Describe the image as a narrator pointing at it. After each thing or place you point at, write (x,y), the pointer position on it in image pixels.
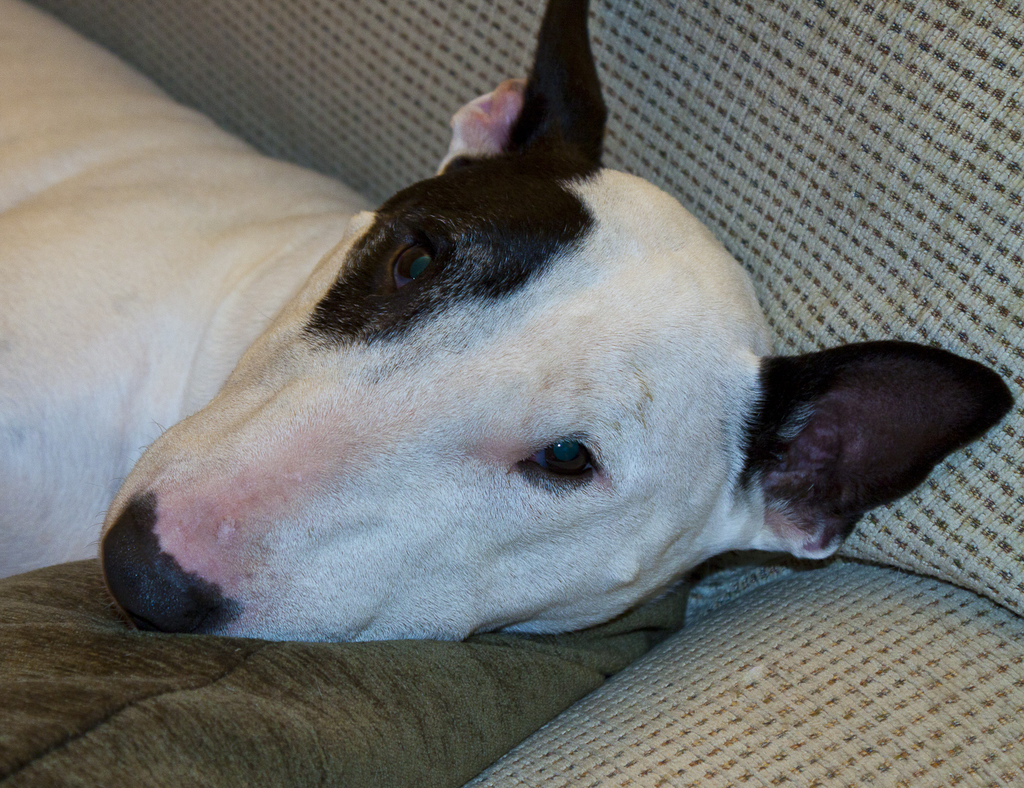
Here in this picture we can see a dog (300,282) laying on a couch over there.
